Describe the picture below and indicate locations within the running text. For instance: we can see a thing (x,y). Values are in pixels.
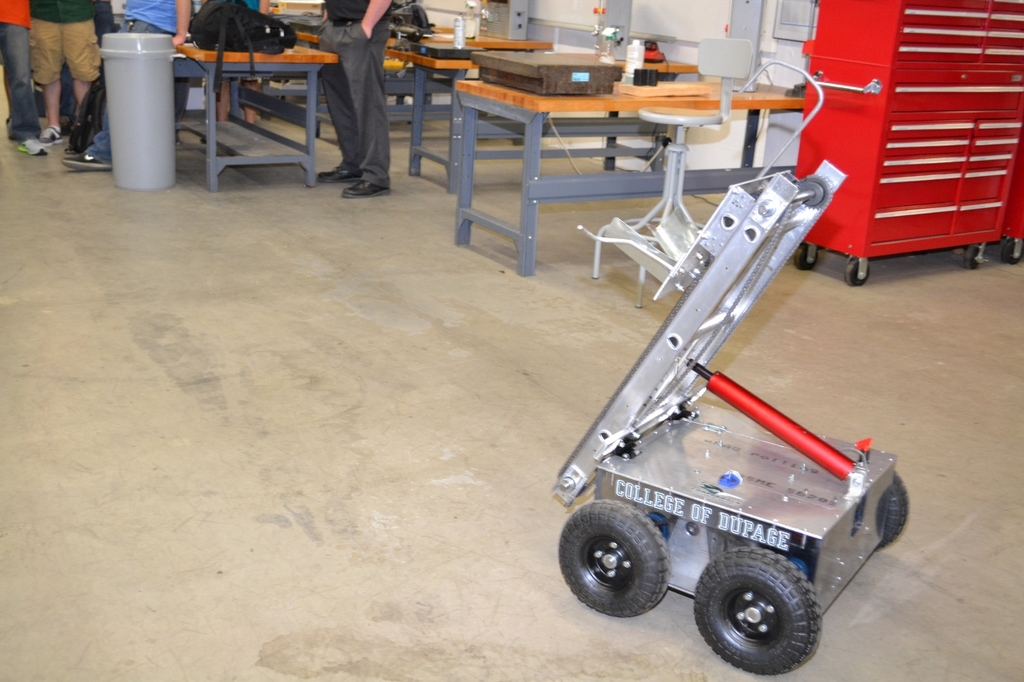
In this image I can see a machine (731,650). In the background (235,102) I can see number of tables (541,117), a container (113,58) and few people (64,35) are standing.
